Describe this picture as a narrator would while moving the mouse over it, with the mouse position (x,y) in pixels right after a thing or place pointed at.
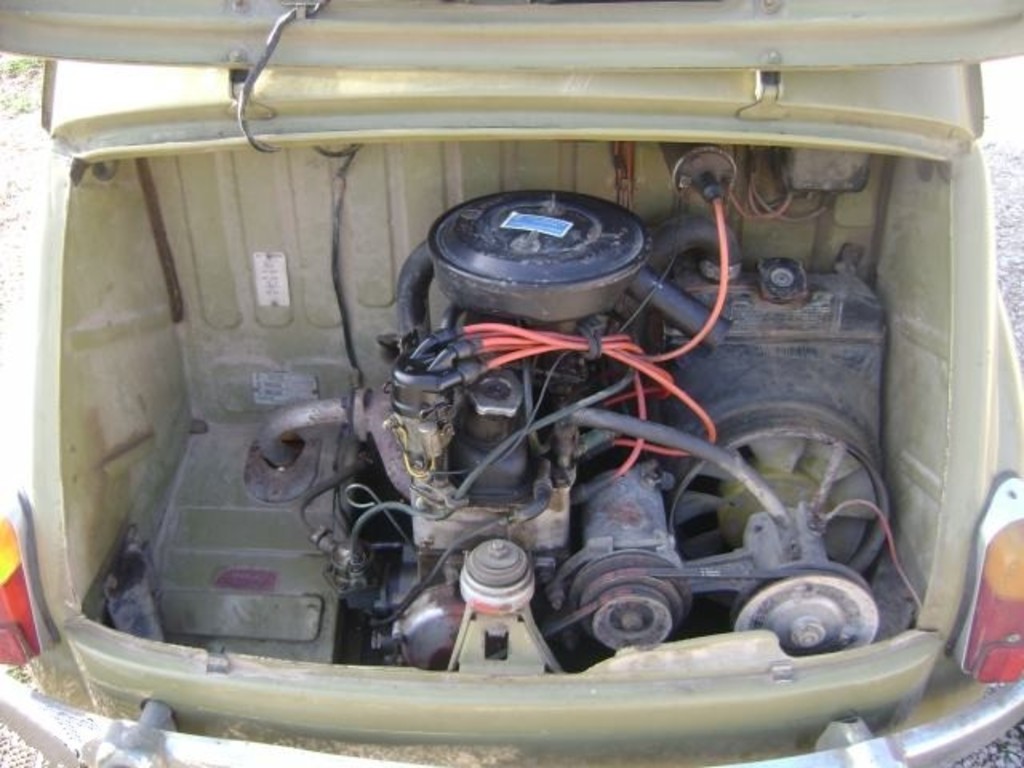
In this picture we can see a vehicle (105,260), we can see engine (749,541) of this vehicle (544,441) in the front (548,268).
